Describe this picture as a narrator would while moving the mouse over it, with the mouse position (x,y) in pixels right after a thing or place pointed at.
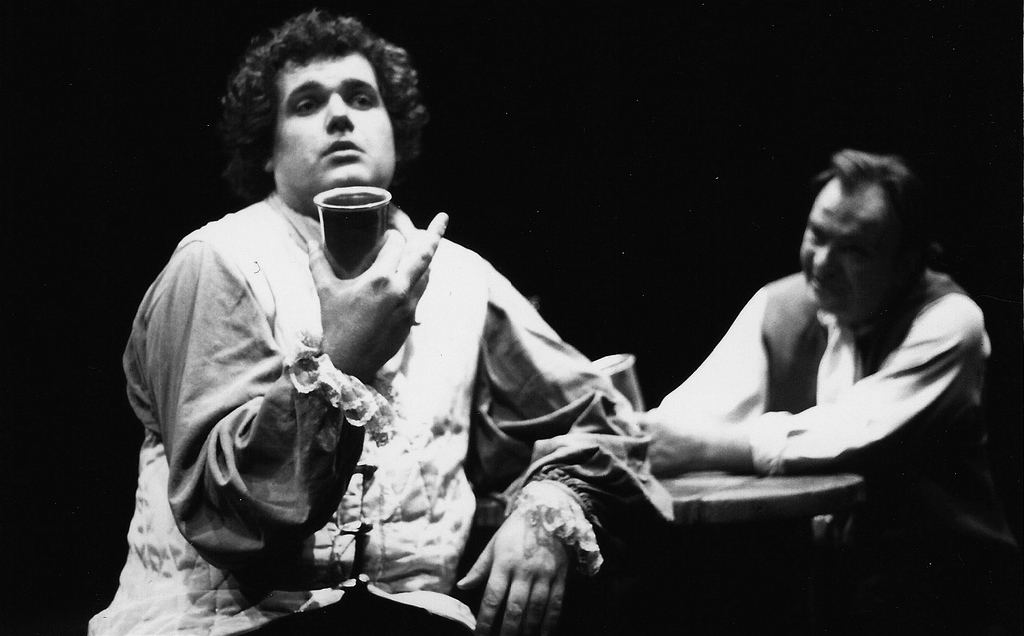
In this image the two persons (533,443) are there one person (426,375) is holding the glass (370,226) and the background (624,577) is dark.
